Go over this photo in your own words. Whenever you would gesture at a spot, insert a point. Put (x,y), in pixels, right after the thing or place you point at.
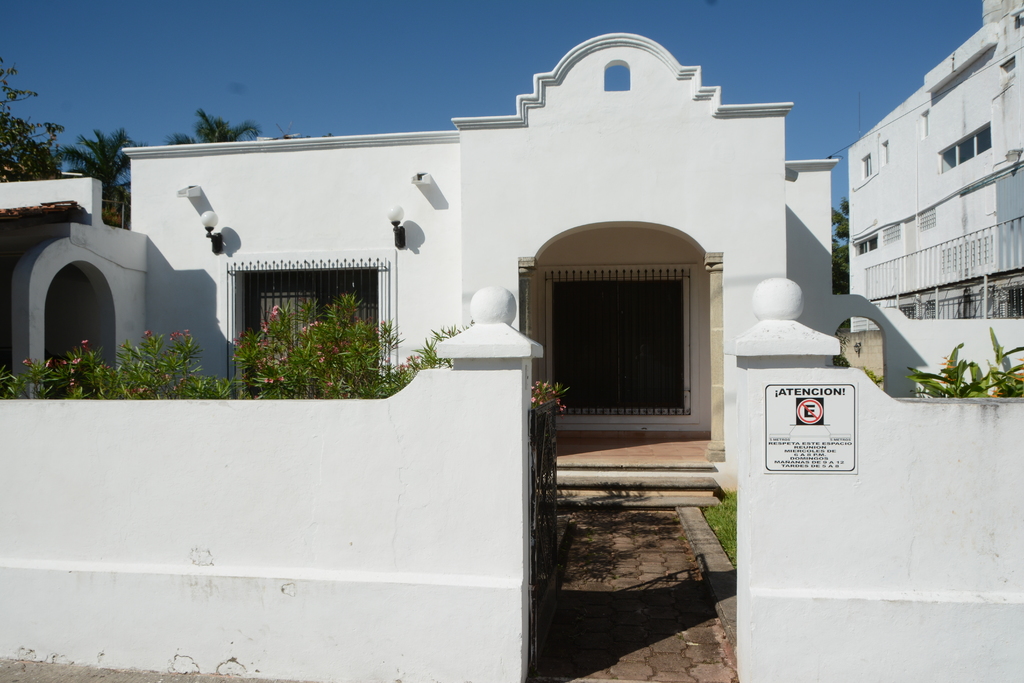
In this image there is the sky (376,52) towards the top of the image (162,30), there are trees (129,142) towards the left of the image (211,139), there are buildings (549,206), there is a wall (323,229), there are lights (397,225) on the wall (315,234), there are windows (864,244), there is a door (629,335), there are plants (410,374), there is a board (816,409) on the wall (755,385), there is text (804,451) on the board (794,412), there is a gate (537,456).
